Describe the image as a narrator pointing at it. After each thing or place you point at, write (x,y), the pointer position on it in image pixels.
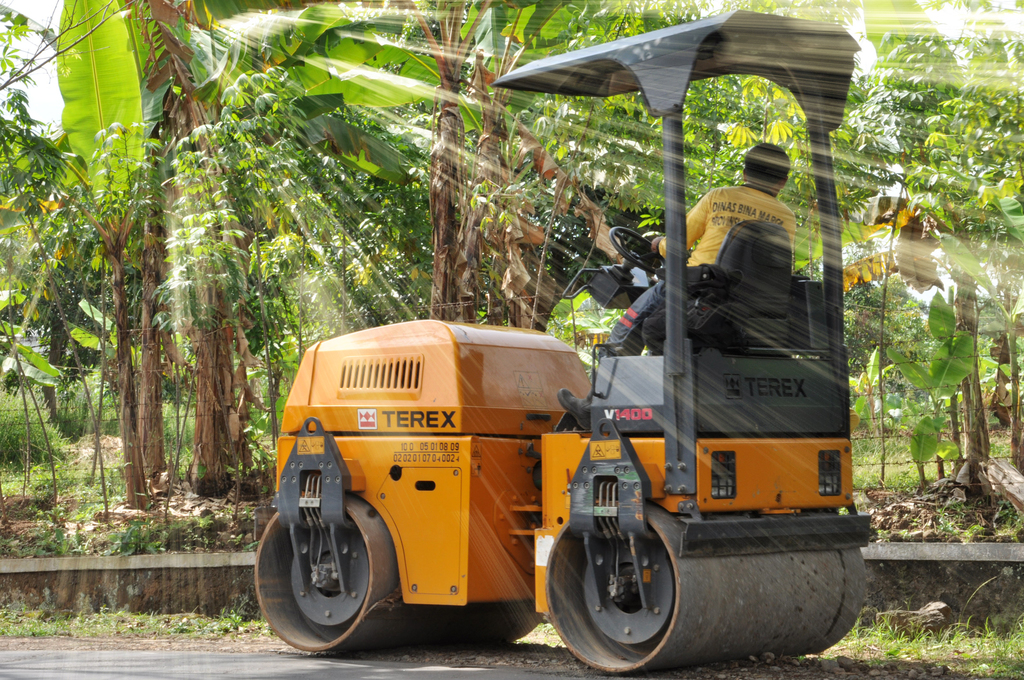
In this image I can see a road roller (279,546) on the road (718,679). I can also see one person (702,243) is sitting and in the background (18,169) I can see few wires (902,454), number of trees (311,106) and the sky (948,30). I can also see the sun rays (390,44).
